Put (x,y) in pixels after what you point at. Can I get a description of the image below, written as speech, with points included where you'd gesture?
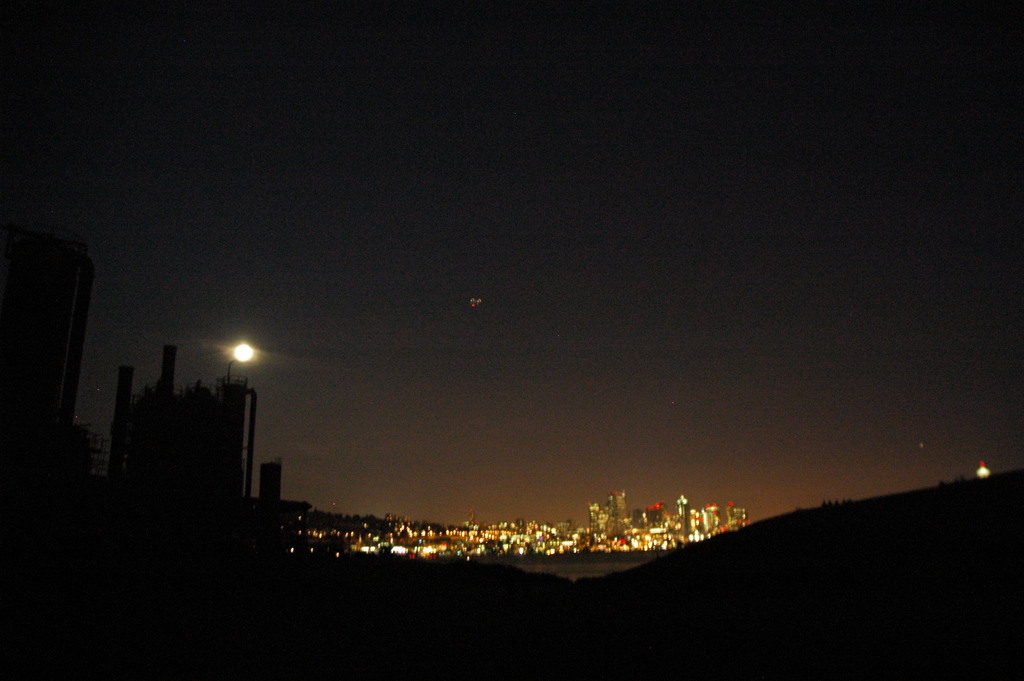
In this image we can see the moon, buildings (501,522) with lights (646,545) and the sky (650,367).
